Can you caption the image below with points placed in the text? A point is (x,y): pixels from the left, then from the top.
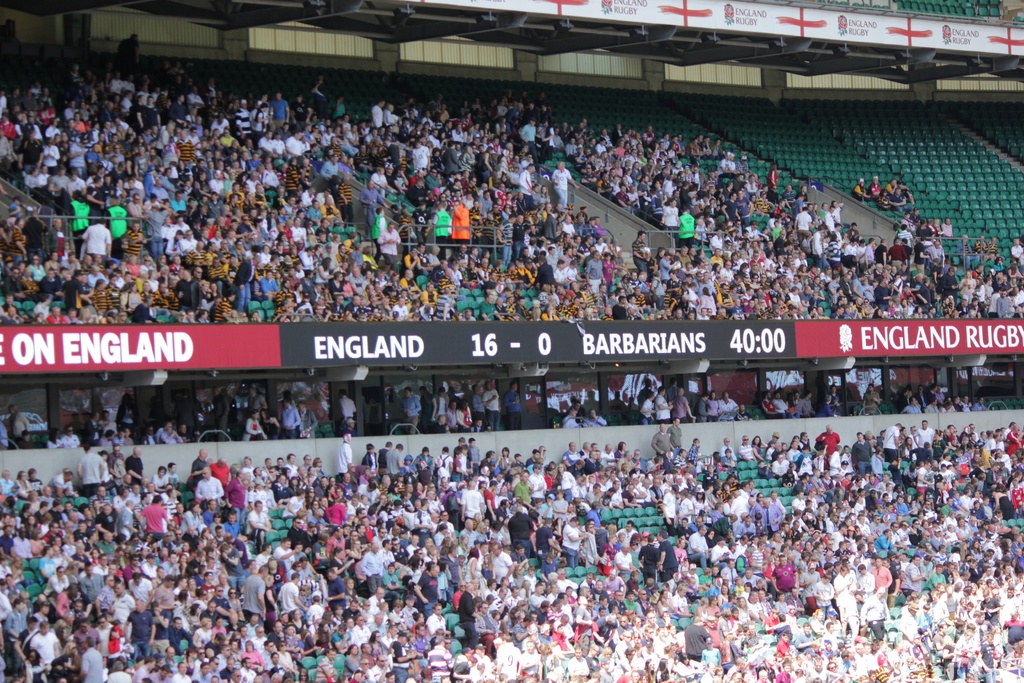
In this image we can see a stadium (750,329). There are two digital boards (719,324) in the image. There are many people (436,227) in the image. There are vacant chairs (900,150) at the right top most of the image (930,167).
